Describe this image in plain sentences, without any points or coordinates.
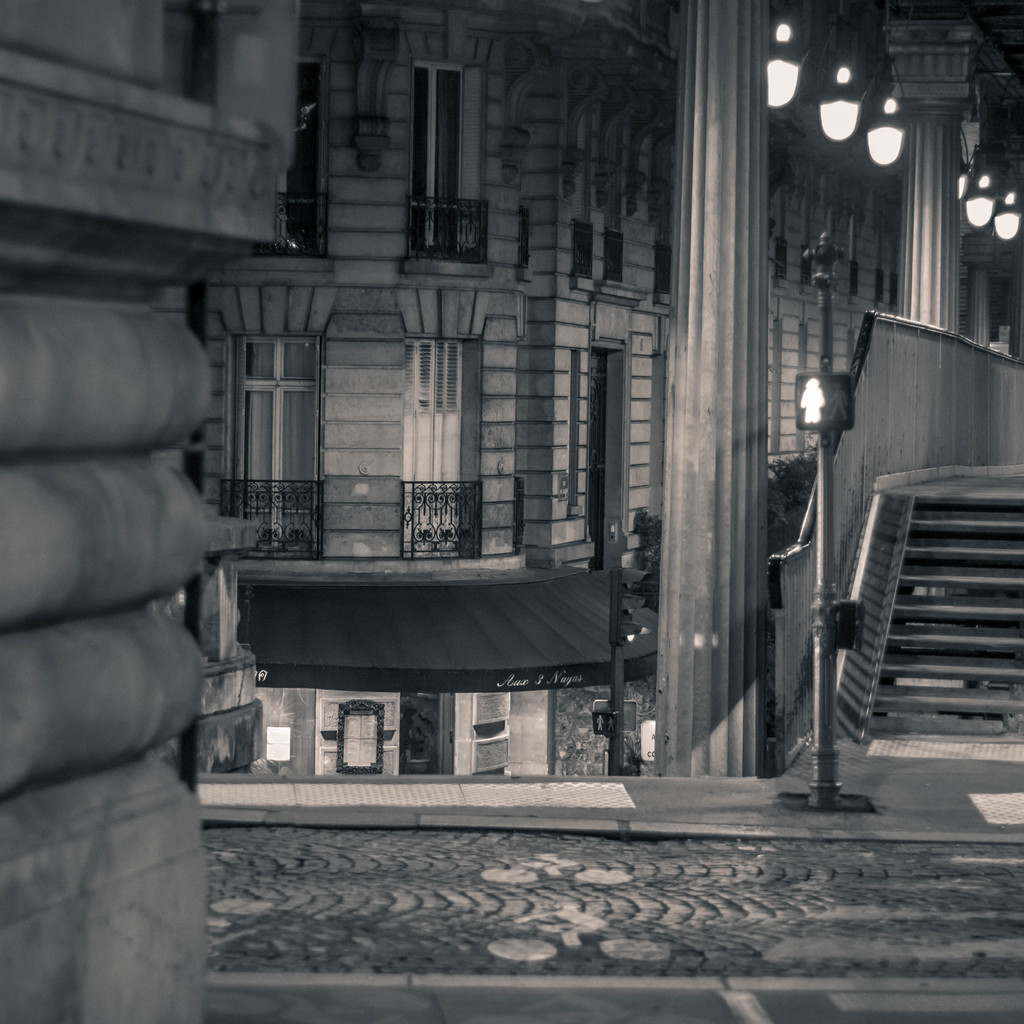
In this picture we can see a building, where we can see lights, poles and some objects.
